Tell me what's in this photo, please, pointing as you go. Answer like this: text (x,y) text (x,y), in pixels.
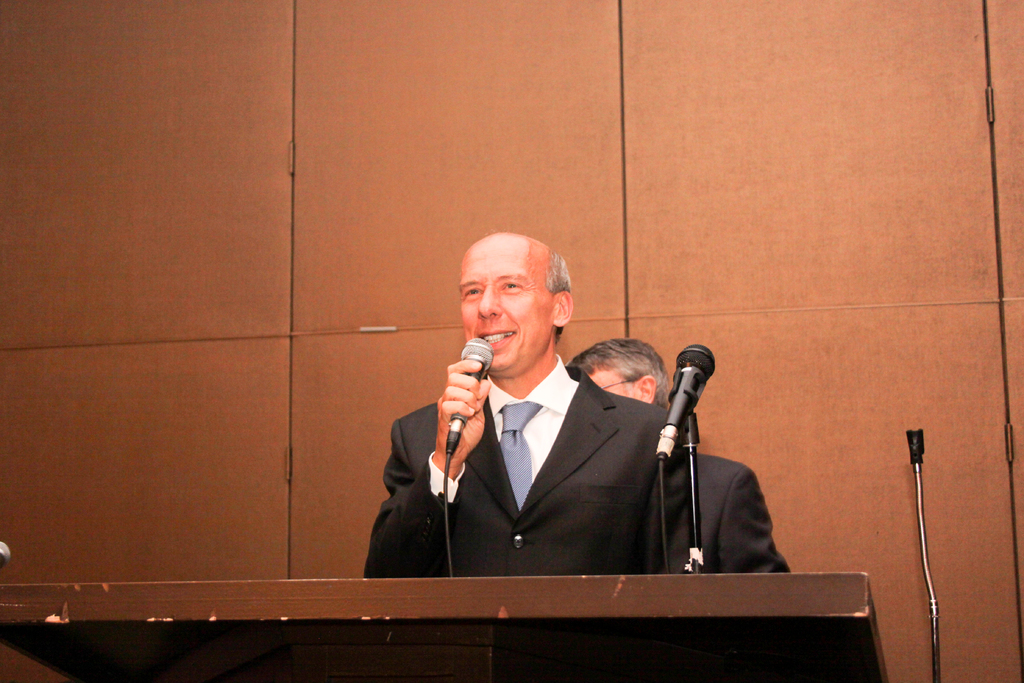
in this picture one person (474,338) is talking and holding the mike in front of the table (441,607) behind one more person (602,368) is standing on the floor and there are two mikes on the table (586,592) and the background (791,264) is chocolate.
